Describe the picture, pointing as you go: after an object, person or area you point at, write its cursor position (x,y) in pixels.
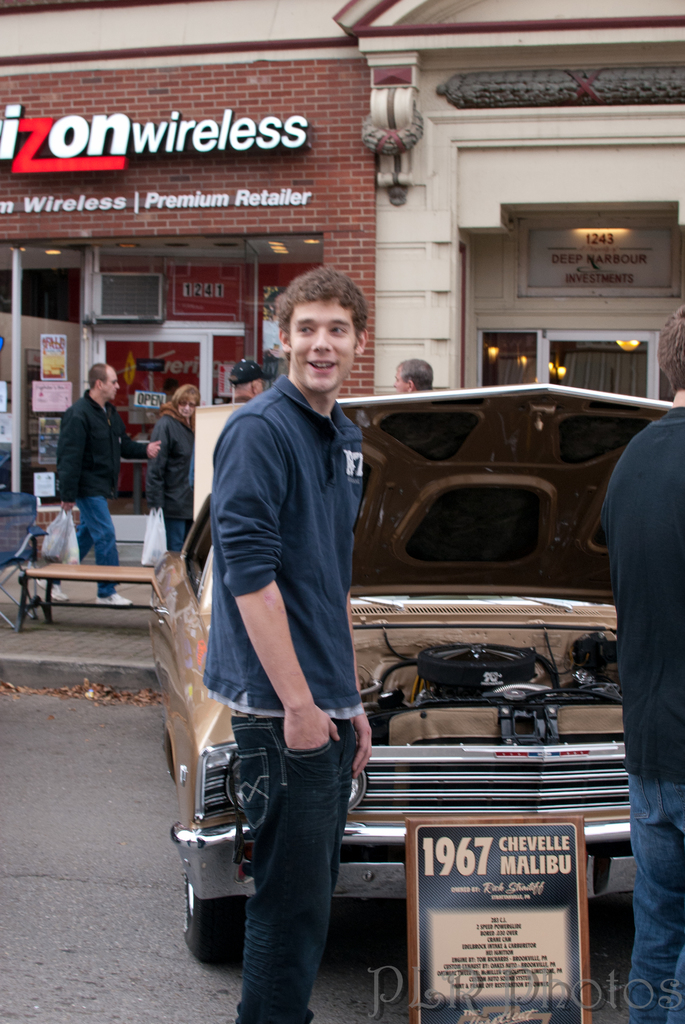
In this picture we can see two people (272,646) standing, board (507,826), vehicle (386,619) on the road (147,853), man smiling and at the back of him we can see some people (102,523), posters (56,354), lights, curtains (521,374), walls (258,223), bench (130,577), chair (15,521) and some objects (73,115).
